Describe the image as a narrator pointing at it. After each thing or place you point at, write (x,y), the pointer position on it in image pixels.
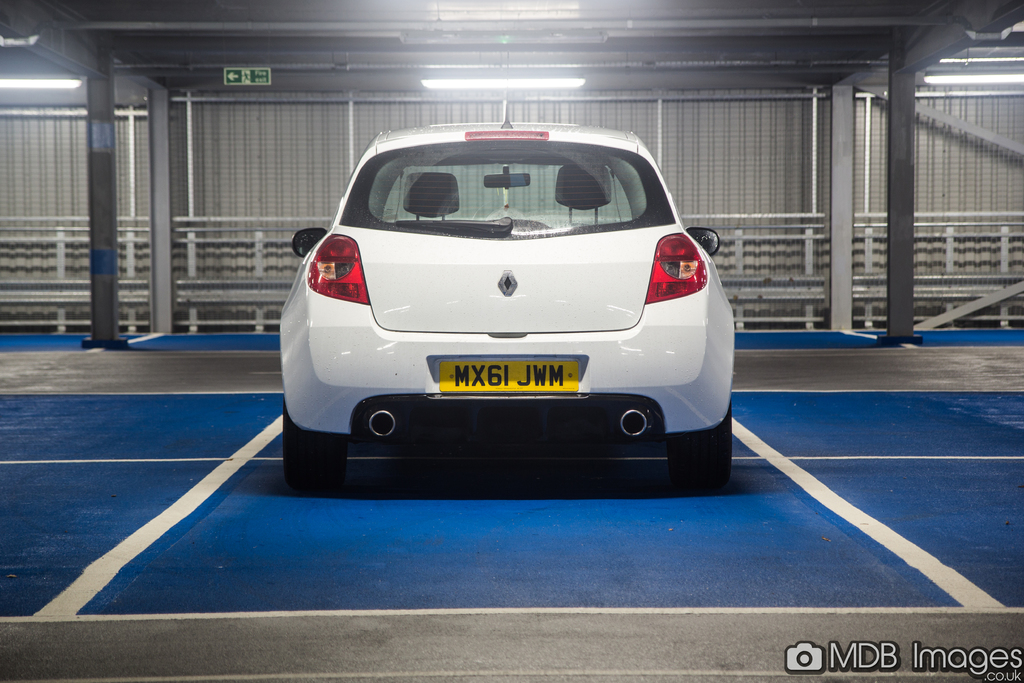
In this image we can see a car (518,277) on the ground (812,440), there are few pillars (887,169), a sign board (239,73) and lights (992,78) to the ceiling (925,70) and there is fence (266,164) in the background (278,128).
